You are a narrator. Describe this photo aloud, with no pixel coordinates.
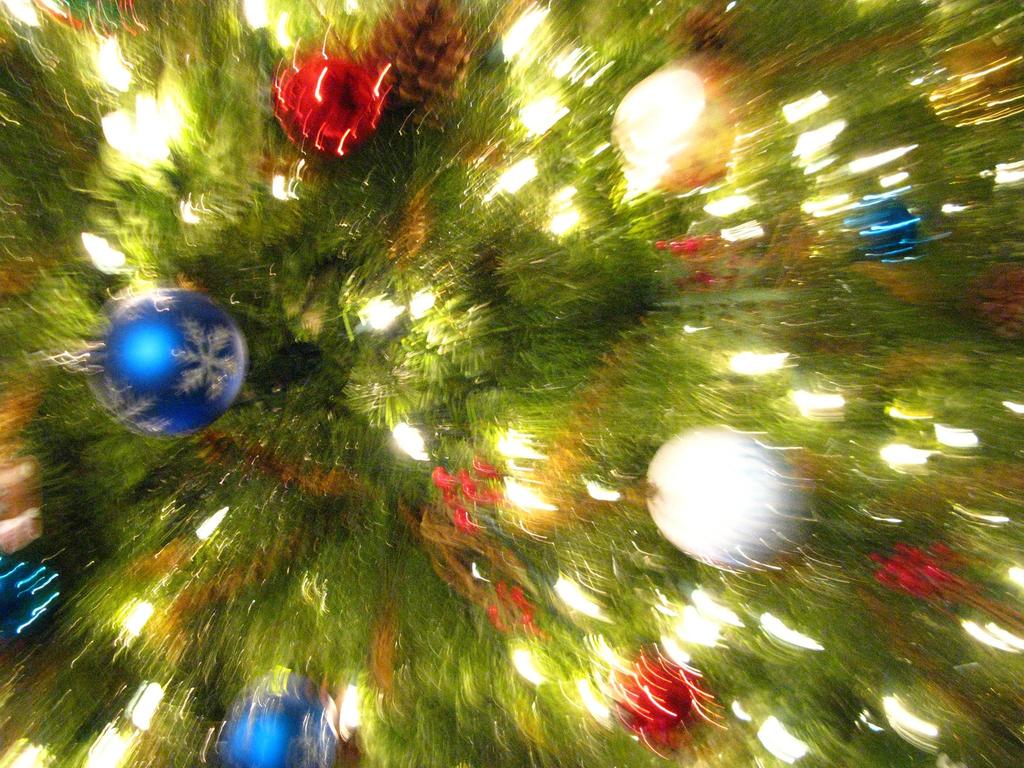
The image is blur.
